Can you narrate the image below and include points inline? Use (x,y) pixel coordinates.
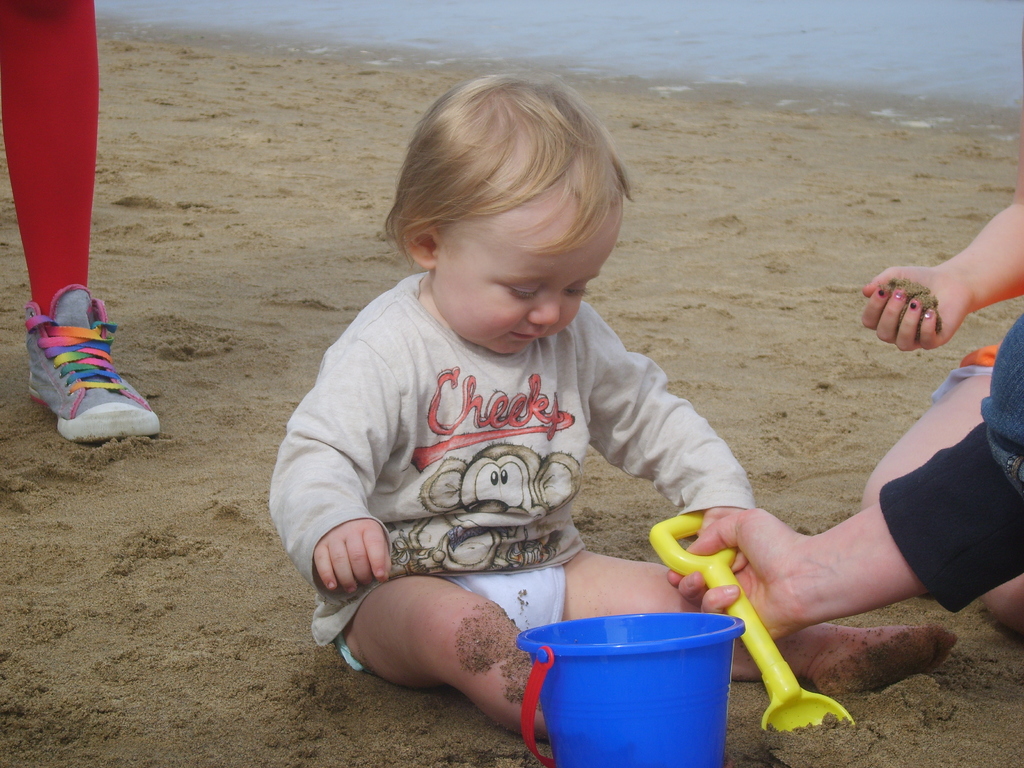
In this picture I can see small boy (495,364) sitting on the sand (214,701) and there is a blue bucket (637,698) and there is a yellow color object (812,705) and this person (813,566) is holding it and in the background (808,7) there is a ocean (648,43) and there is a person (69,334) here on the left (55,200).
